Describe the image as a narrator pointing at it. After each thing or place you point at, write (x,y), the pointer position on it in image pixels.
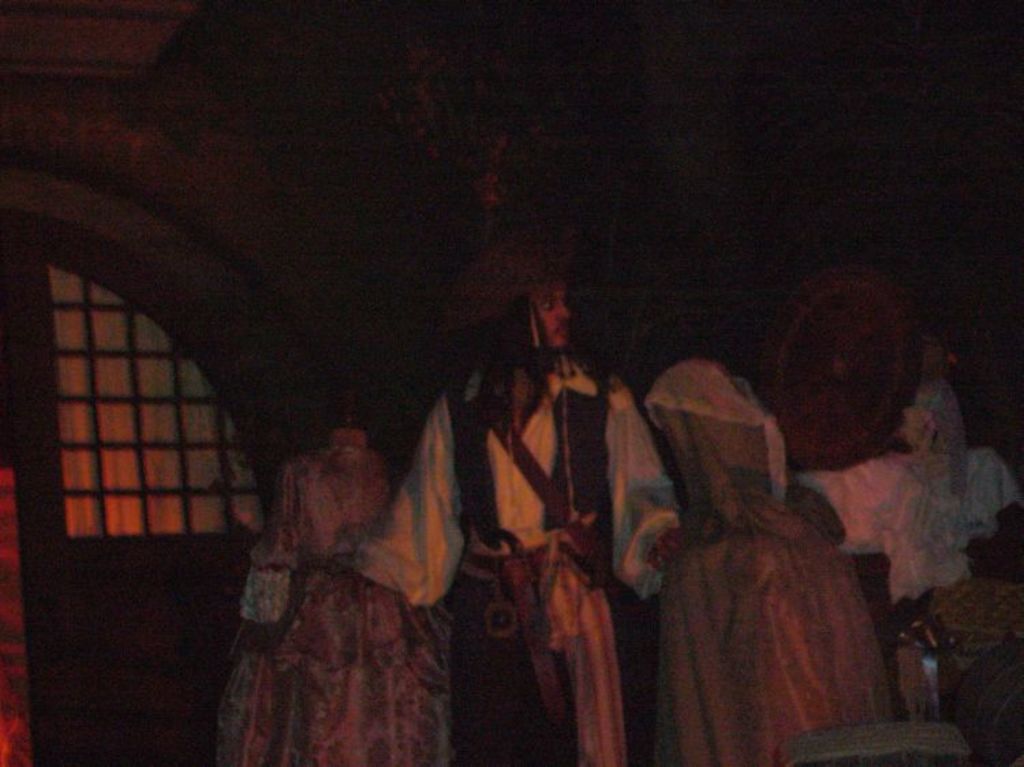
In this picture we can see a person (571,480) standing here, a person (556,474) wore costumes (549,467), we can see some clothes (839,562) here, on the left side (199,414) we can see a glass (167,422).
